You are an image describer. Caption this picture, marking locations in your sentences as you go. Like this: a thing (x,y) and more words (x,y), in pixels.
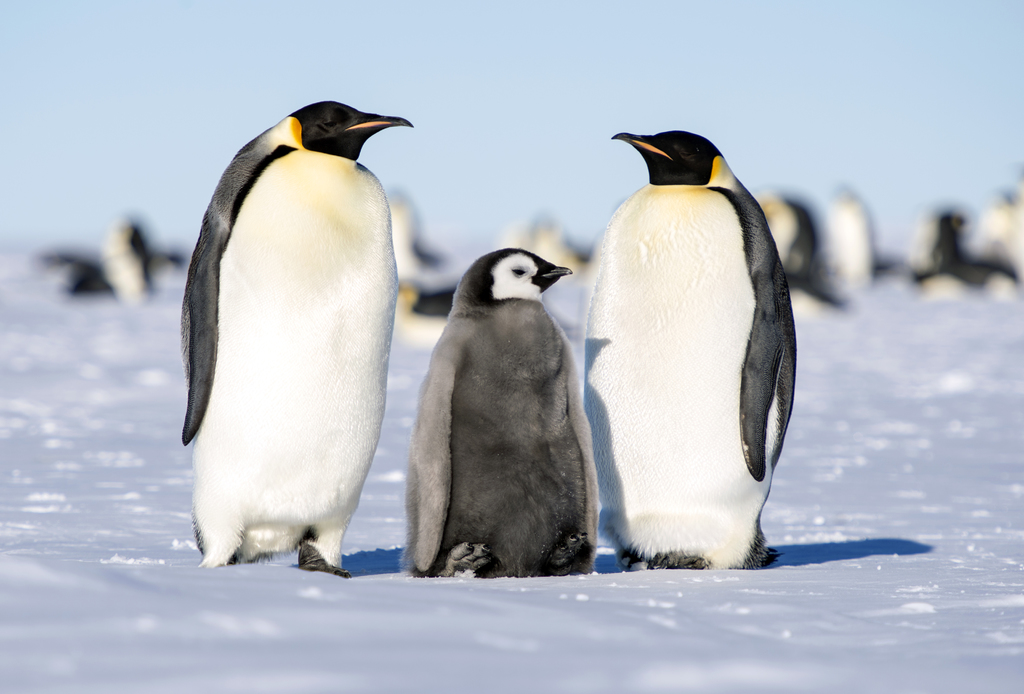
In this image, we can see penguins (421,446) and at the bottom (553,634), there is snow (613,582).
